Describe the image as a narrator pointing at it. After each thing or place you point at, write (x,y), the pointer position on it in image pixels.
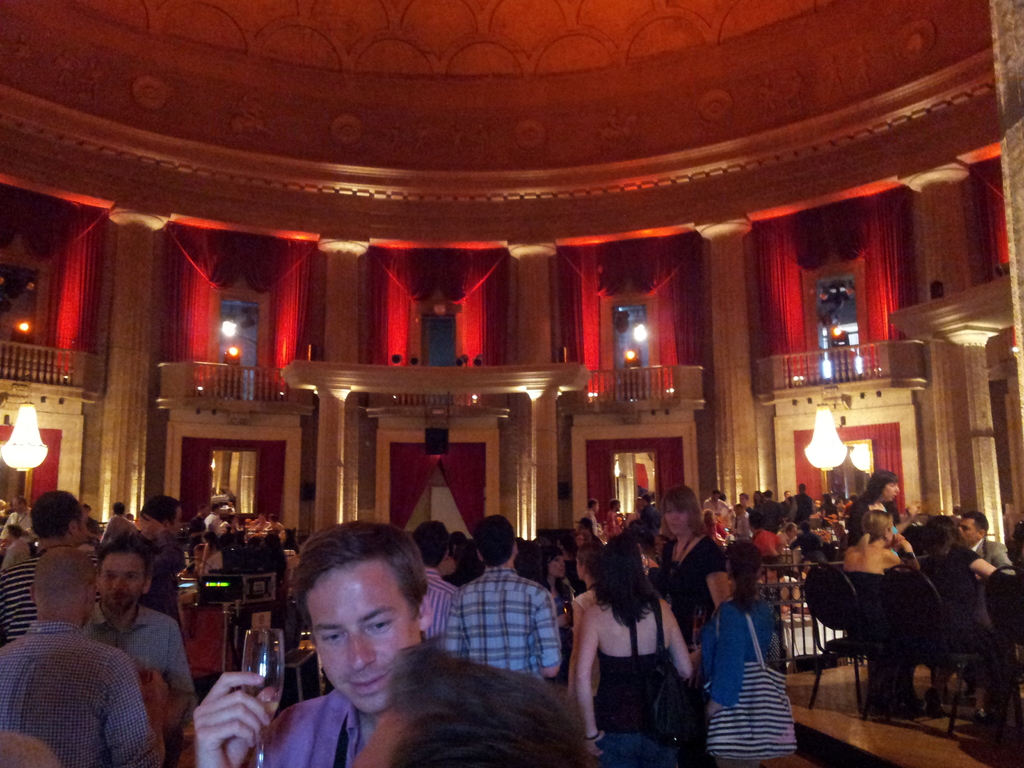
In this image there are people (465,624) standing and few (869,662) are sitting on chairs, in the background (58,211) there are pillars (132,330), curtains (65,319), lights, at the top (382,44) there is a roof (613,45).
